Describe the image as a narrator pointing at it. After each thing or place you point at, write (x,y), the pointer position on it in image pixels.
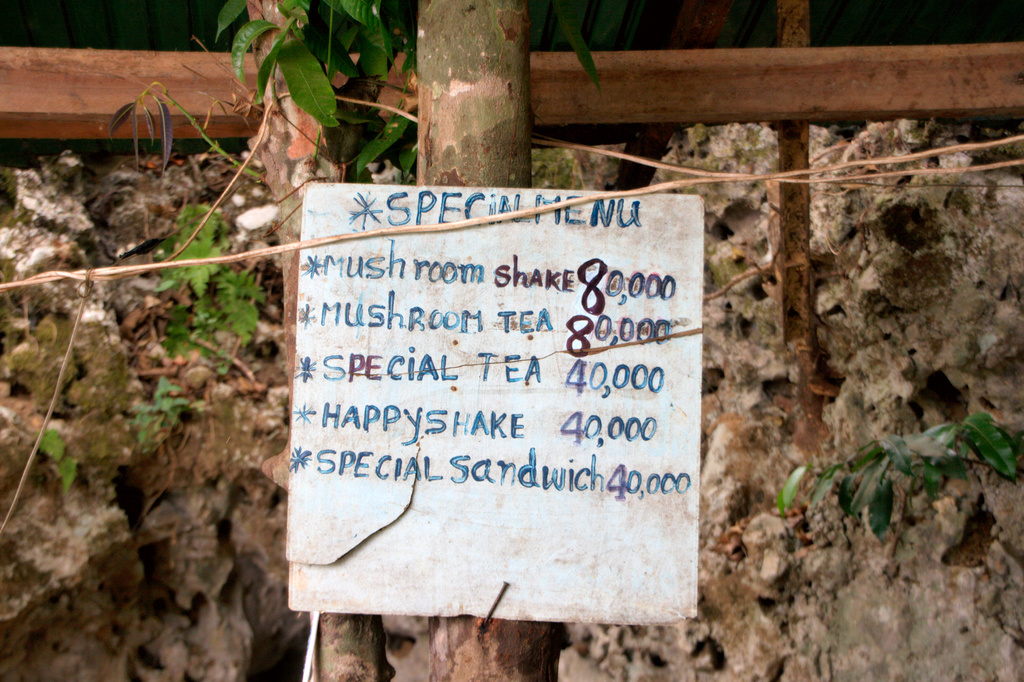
In the center of the image (367,373) we can see a board (440,419) on the tree (488,655). In the background (188,319) there is a wall (808,669) and we can see plants (393,136) and there is a rod (617,96).
